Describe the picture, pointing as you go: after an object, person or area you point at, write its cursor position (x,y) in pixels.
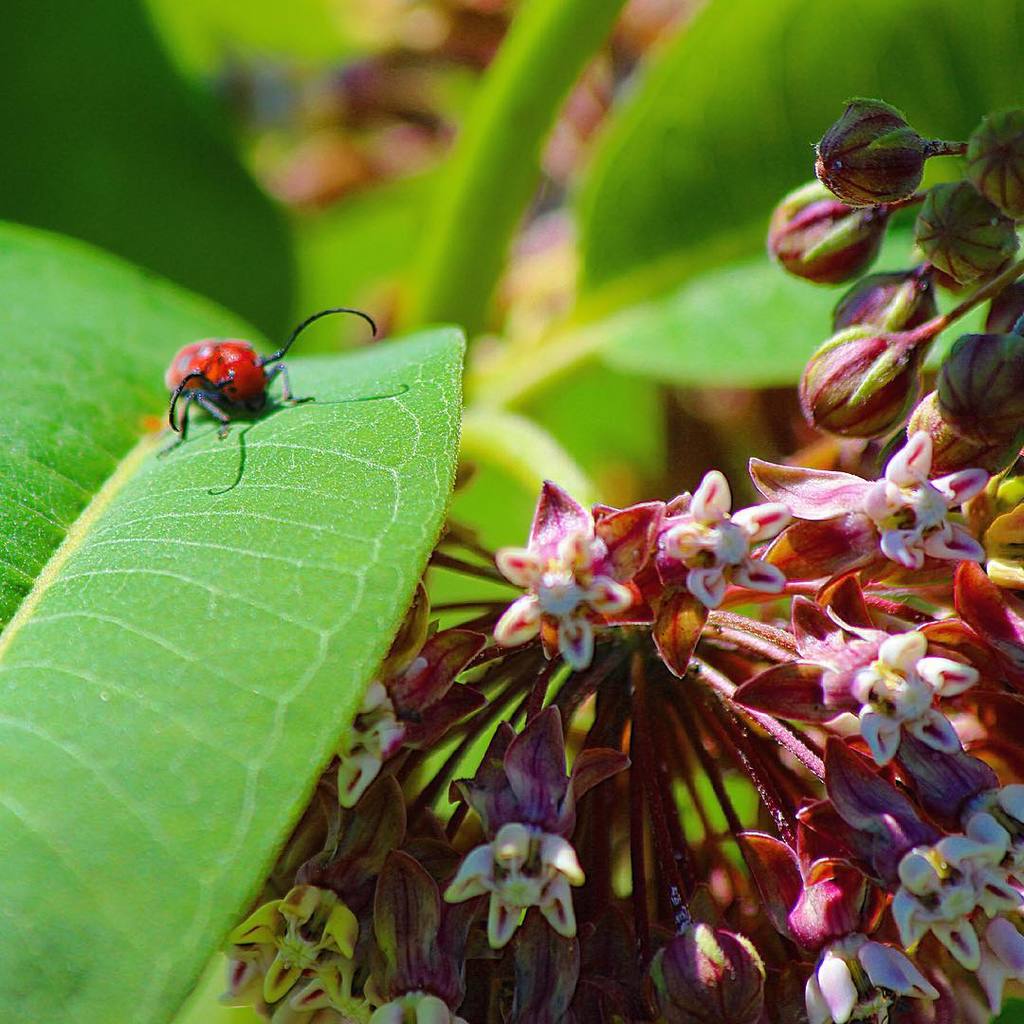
In the image there is an insect (225,361) on a leaf (211,551) and beside the leaf (404,491) there are flowers (747,515).
